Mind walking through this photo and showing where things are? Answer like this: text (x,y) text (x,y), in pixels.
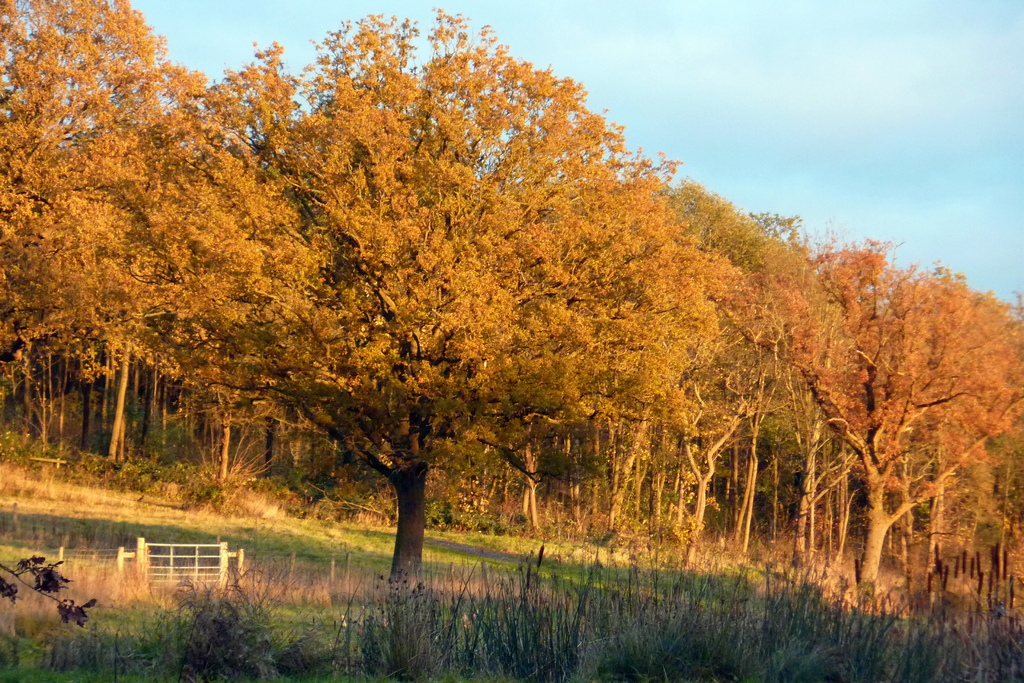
At the bottom of this image (842,648), there is grass (642,641) on the ground (511,641). In the background (770,477), there are trees (419,461), plants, grass (614,556) and there are clouds (948,135) in the sky (907,148).
